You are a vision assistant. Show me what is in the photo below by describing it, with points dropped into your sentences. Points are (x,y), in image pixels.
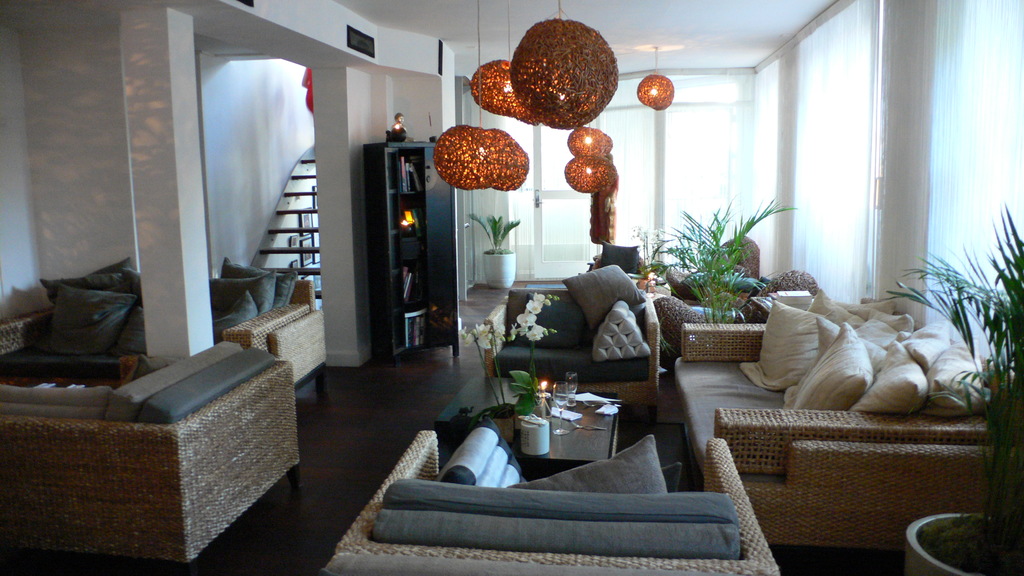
In this room (395,375) we can see pillows (437,530) on the chairs (553,370), sofa (271,400) and a couch (500,370) and there are glasses (564,433), flower vase (524,401), papers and other objects (464,412) on a table (492,428) in the middle (487,380). In the background (356,218) we can see staircase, wall (258,223), books (417,324) on the racks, decorative lights (480,138) are hanging to the ceiling (612,31), windows (522,132), curtains (634,113) and house plants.
